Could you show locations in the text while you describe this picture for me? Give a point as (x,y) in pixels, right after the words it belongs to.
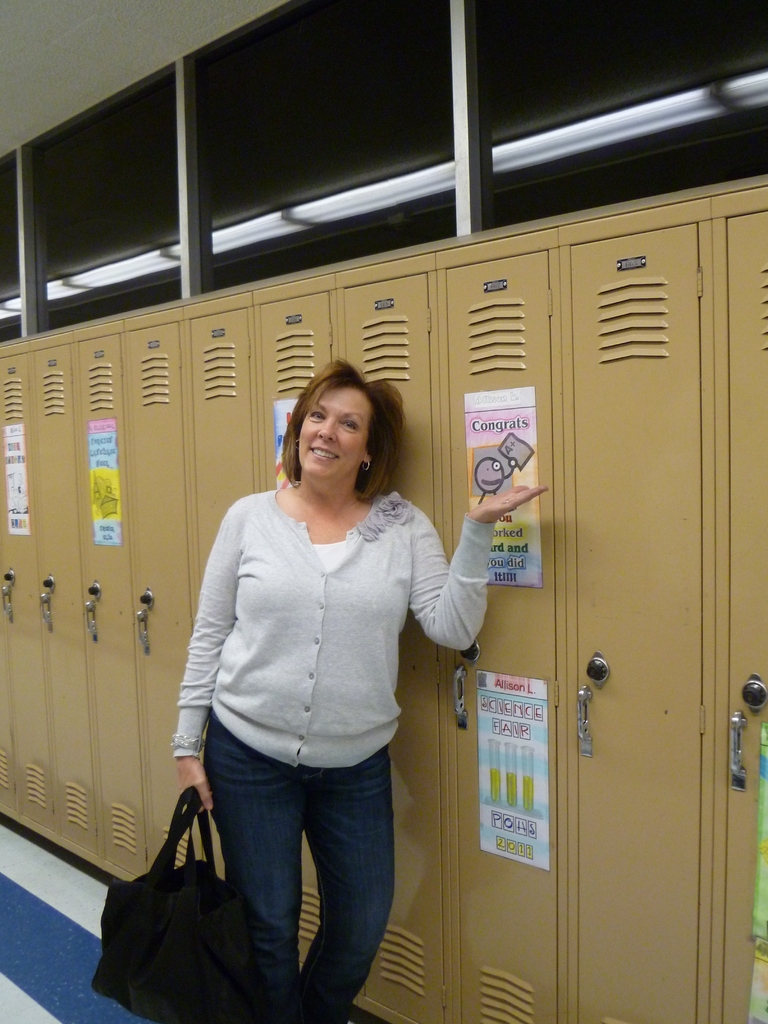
This picture shows a woman (255,633) standing and holding a bag (189,818) in her hand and we see cupboards (475,335) on the side and posters (482,498) on the cupboard (563,714).
